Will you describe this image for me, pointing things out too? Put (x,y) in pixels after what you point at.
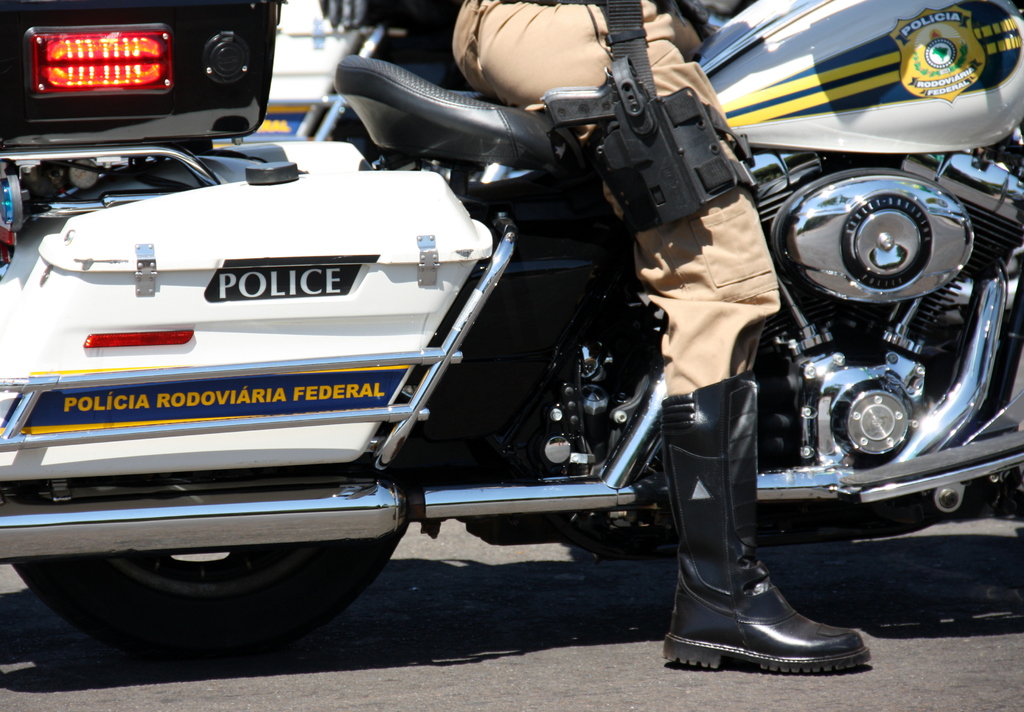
In this image there is a person (669,377) sat on the bike (427,358).
